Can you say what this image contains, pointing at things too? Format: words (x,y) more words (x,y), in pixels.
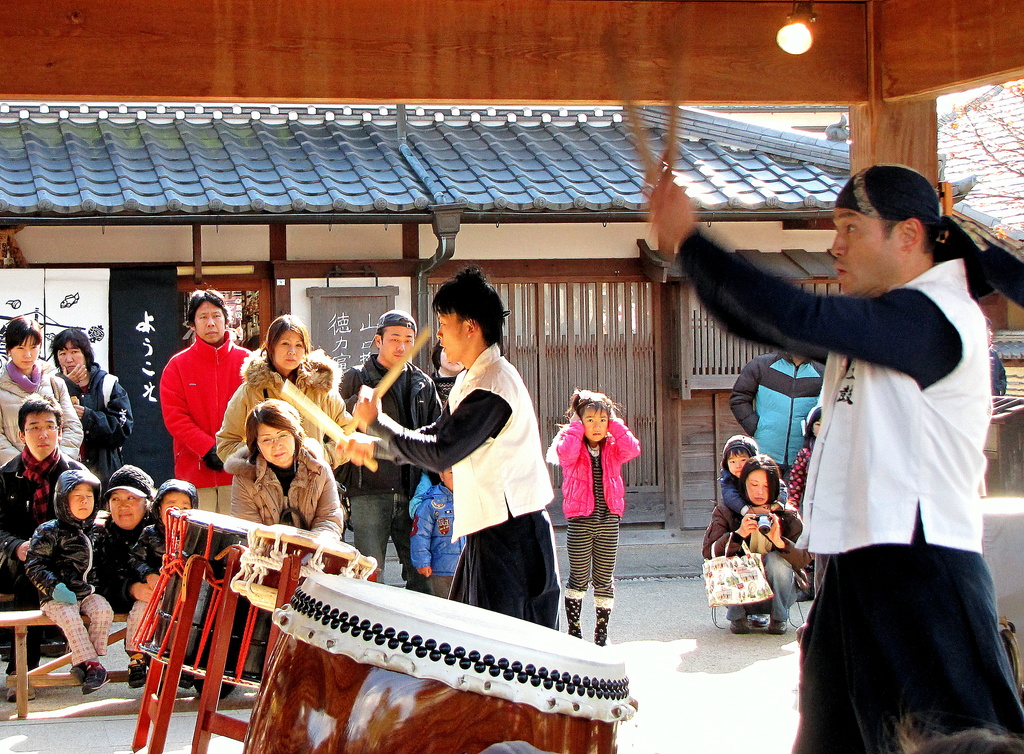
In this image I can see number of people (397,408) and I can see most of them are wearing jackets (398,382). In the front (489,385) I can see two men (499,409) are holding drum sticks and in the front of them I can see few drums (347,585). In the background (510,282) I can see few buildings (967,140), few boards (39,274) and on it I can see something is written. On the top right side of the image (1003,134) I can see a light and a tree (967,114). On the right side (720,543) I can see one person (774,562) is holding a bag (716,561).
